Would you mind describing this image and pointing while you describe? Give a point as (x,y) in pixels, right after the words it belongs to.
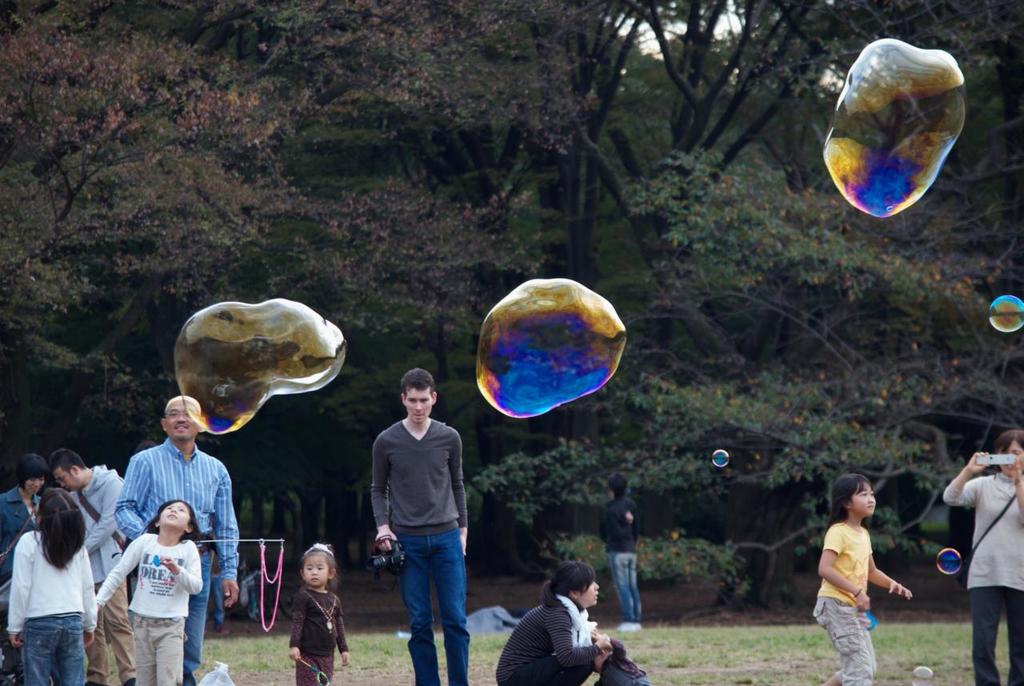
In this image there is a ground (880,627) on which there are few people (860,521) visible, there are few air bubbles (845,127) visible in the middle (551,391), a woman (961,486) holding an object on the right side (1003,467), a person (383,514) holding a camera (381,554) on his hand (391,540) in the middle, behind them there are some trees (966,187).
